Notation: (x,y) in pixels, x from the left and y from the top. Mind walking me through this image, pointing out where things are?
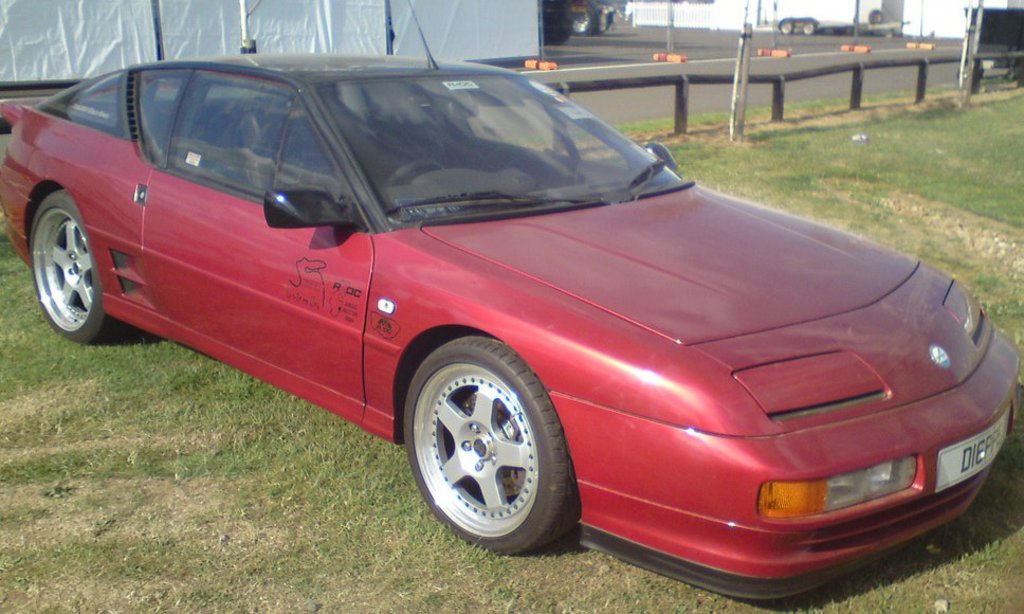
In the center of the image (596,330) there is a car (570,423) on the surface of the grass (330,466). Behind the car (535,96) there is a fence (723,77). At the top of the image (734,44) there is a road (651,29) and we can see boards (678,22) on the road (695,49).
